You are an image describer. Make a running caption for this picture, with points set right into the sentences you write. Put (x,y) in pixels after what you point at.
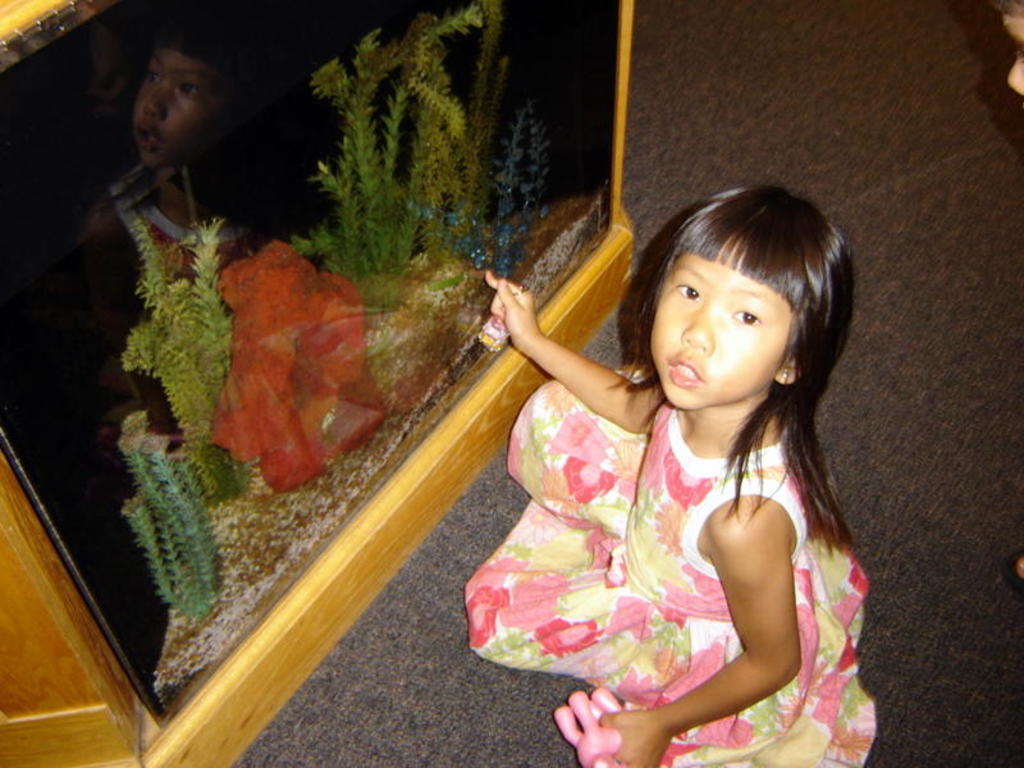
In this image we can see a child (516,332) wearing pink color dress (624,617) is sitting on the floor (991,322). Here we can see the water aquarium (375,301) in which we can see marine plants (393,262) which is surrounded with the wooden frame (58,643).
